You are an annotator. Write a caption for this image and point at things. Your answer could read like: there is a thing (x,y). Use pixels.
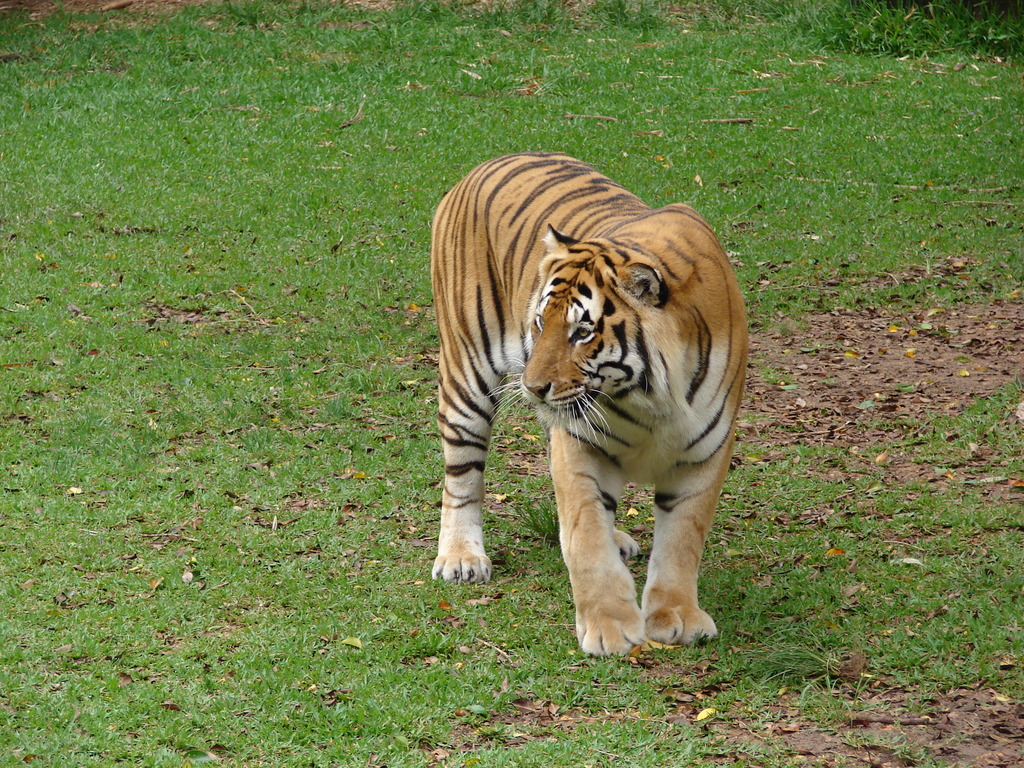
In this image we can see a tiger (489,277), also we can see some grass (722,91), and some leaves (836,399) on the ground (235,515).
